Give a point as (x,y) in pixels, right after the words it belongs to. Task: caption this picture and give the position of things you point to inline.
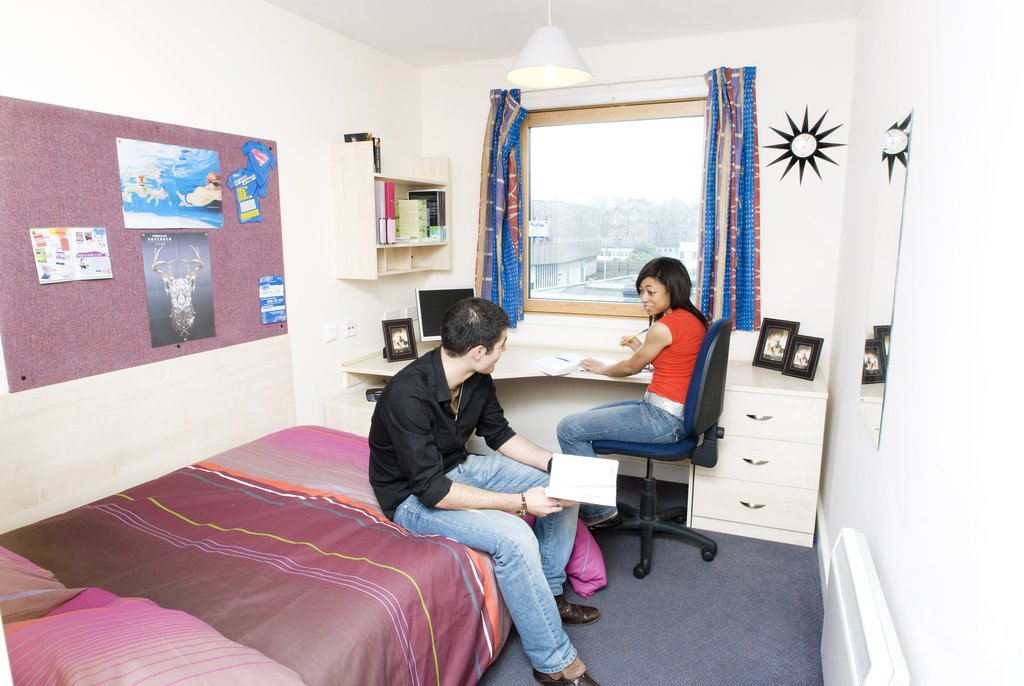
In this image there are two persons (475,459) holding pen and paper (576,466). And there is a bed (380,556) and a chair (709,340). And there is a table (595,378). On the table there are system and a frame (815,344). There is a wall (245,40), On the wall (165,117) there is a clock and a board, On the board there are pictures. And at the top (555,47) there is a light (549,66).
